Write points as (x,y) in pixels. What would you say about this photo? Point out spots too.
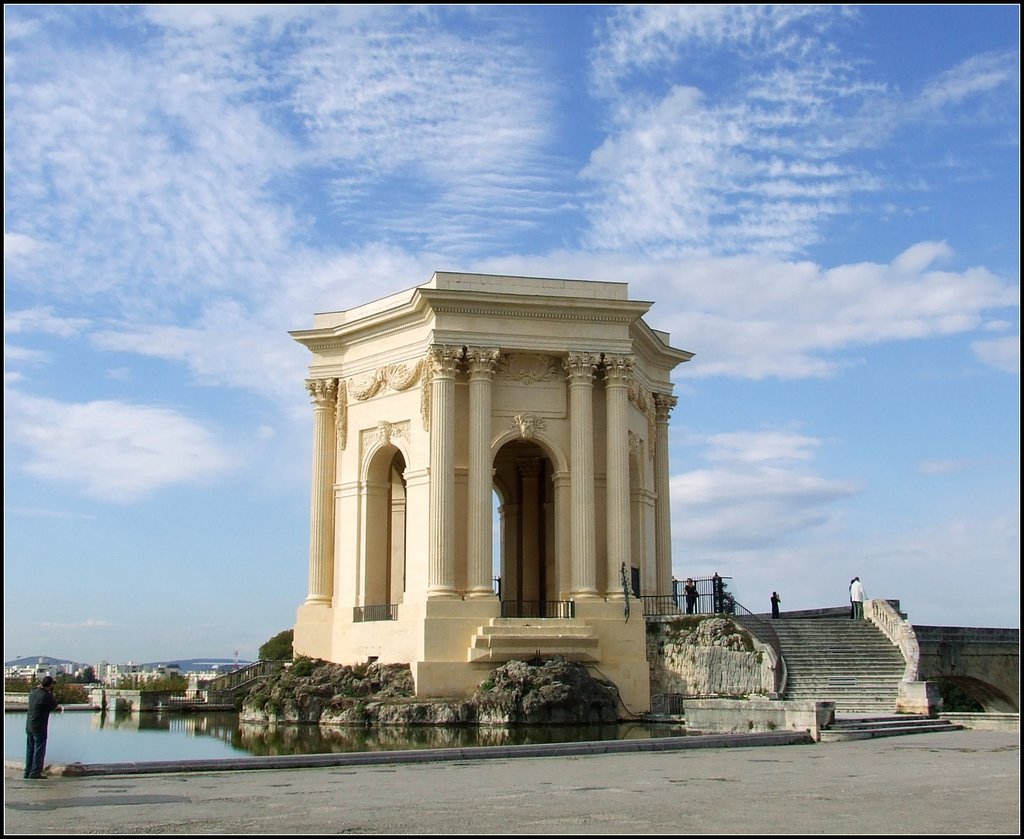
In this image, I can see an architecture (594,610) on a rock (529,693). There are iron grilles (697,599), few people (33,752), stairway (806,696) and I can see water (162,736). At the bottom of the image (491,809), I can see a pathway (902,800). On the left side of the image (93,684), there are buildings (124,677), trees (150,682) and hills (188,667). In the background (255,376) there is the sky (707,184).
